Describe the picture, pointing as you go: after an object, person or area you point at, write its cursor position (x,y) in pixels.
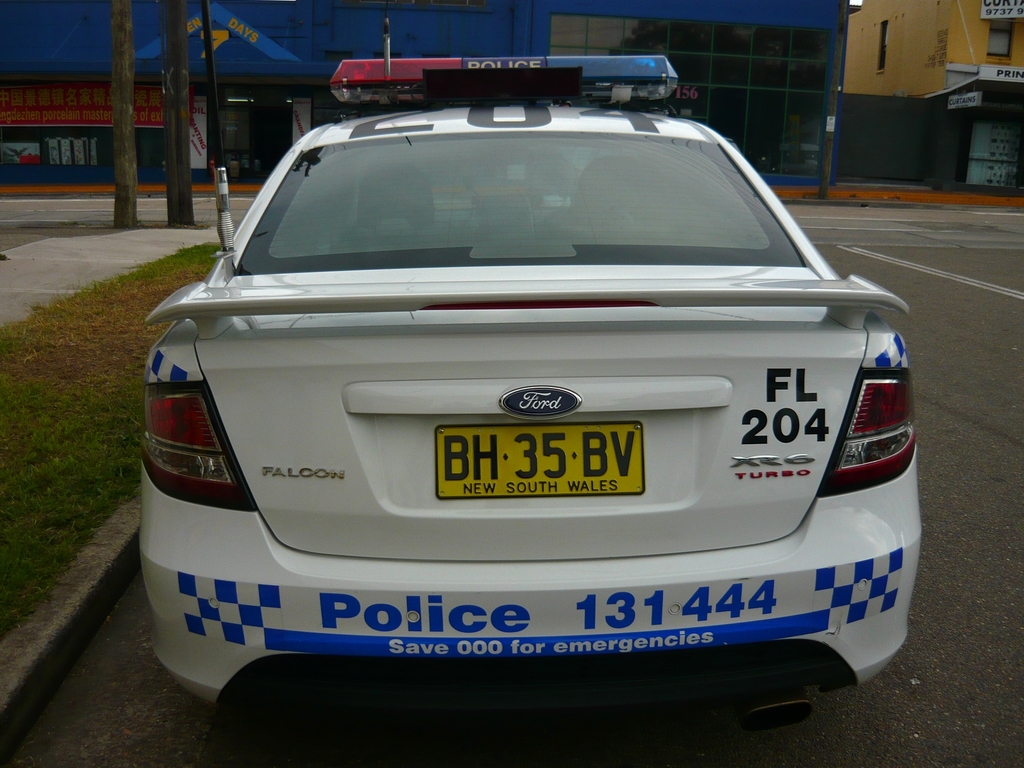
In this image we can see a police vehicle (481,336) parked on the road (527,741). We can also see the grass (27,407), poles (179,22) and also the buildings (812,17). We can see the barks (122,22) of the trees (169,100).
